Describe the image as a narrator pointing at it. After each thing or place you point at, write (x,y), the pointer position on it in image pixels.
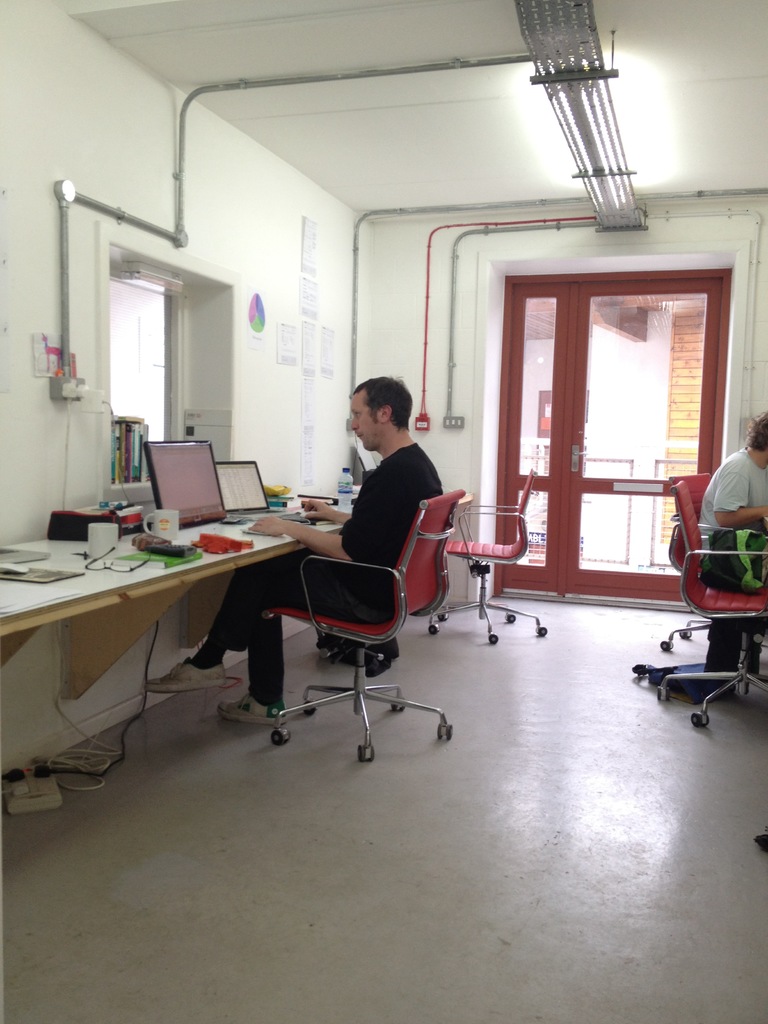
This is a image inside of a room (156,590) on the left side (145,580) there is a table (45,611) and there is a person (353,582) sit on the chair (329,622) in front of the table (192,579). There are the system (194,510) and coffee cup (156,528) kept on the table (71,552) and there is a pipeline connection (182,146) on the wall (228,204) and right side (763,466) i can see a person (752,466) sit on the chair (699,552) and there is a door (557,400) in the middle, through door (582,452) i can see a building (647,389).
